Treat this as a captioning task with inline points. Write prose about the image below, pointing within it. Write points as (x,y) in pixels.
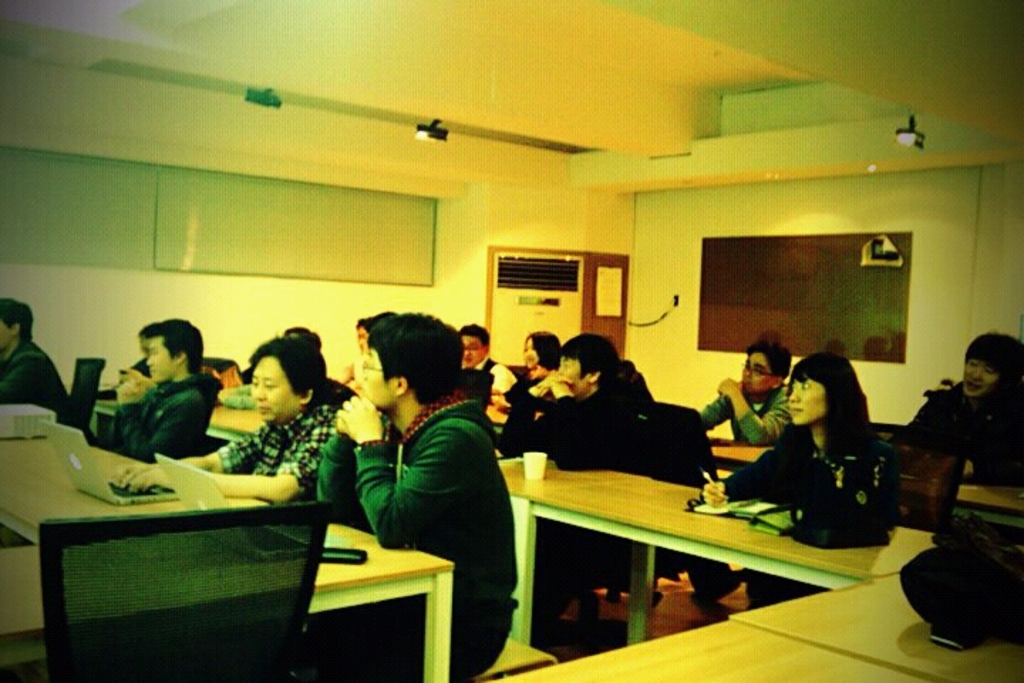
A group of people (201,408) are sitting in the benches (399,568) and looking to the front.
